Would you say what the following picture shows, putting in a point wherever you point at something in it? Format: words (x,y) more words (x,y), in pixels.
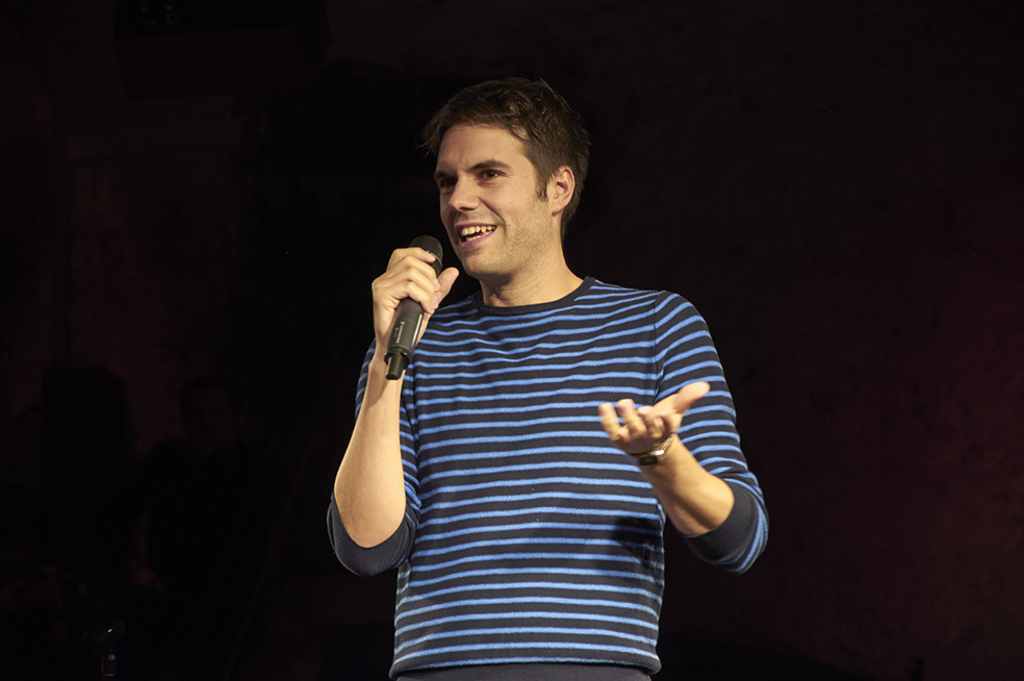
In this image I can see a man (661,339) is standing and holding a mic (398,356). I can see a smile on his face (491,266) and he is wearing blue t-shirt (541,412).
